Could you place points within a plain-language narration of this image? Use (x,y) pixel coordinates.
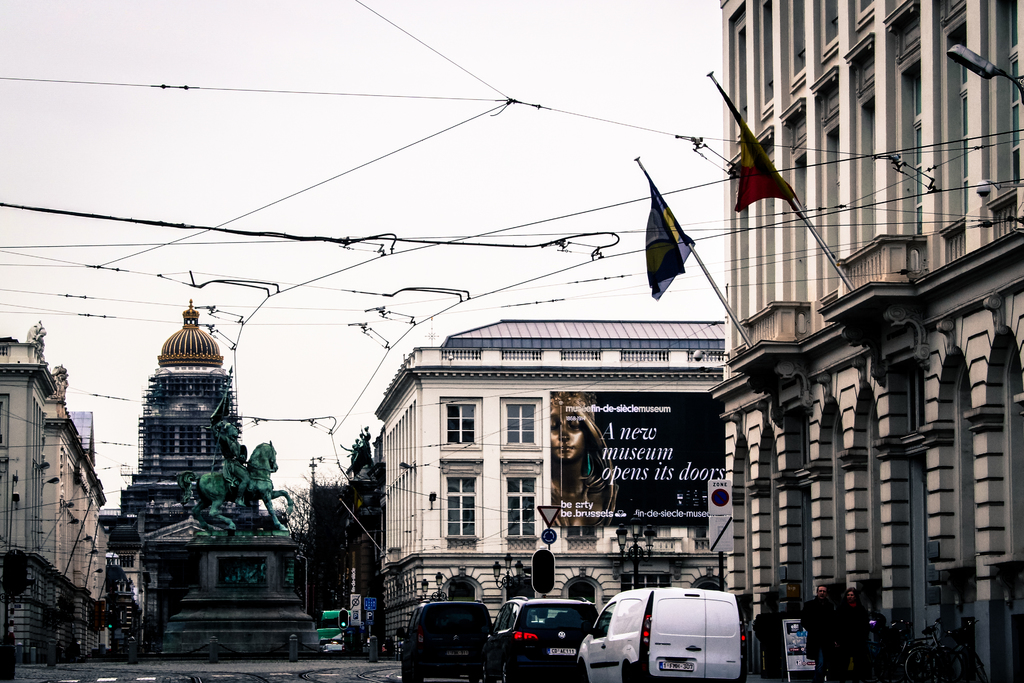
In this picture we can see there are some vehicles (483,627) on the road (576,675). On the right side of the vehicles (694,648) there are bicycles (904,656), a board (795,644), people (832,624) and a building (814,571). On the building (864,568) there are flags (668,252). In front of the vehicles (545,616) there is a statue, buildings (678,557), cables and trees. There are poles (633,551) with sign boards (715,516), lights (633,534) and traffic signals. Behind the buildings (556,558) there is the sky (318,115).
